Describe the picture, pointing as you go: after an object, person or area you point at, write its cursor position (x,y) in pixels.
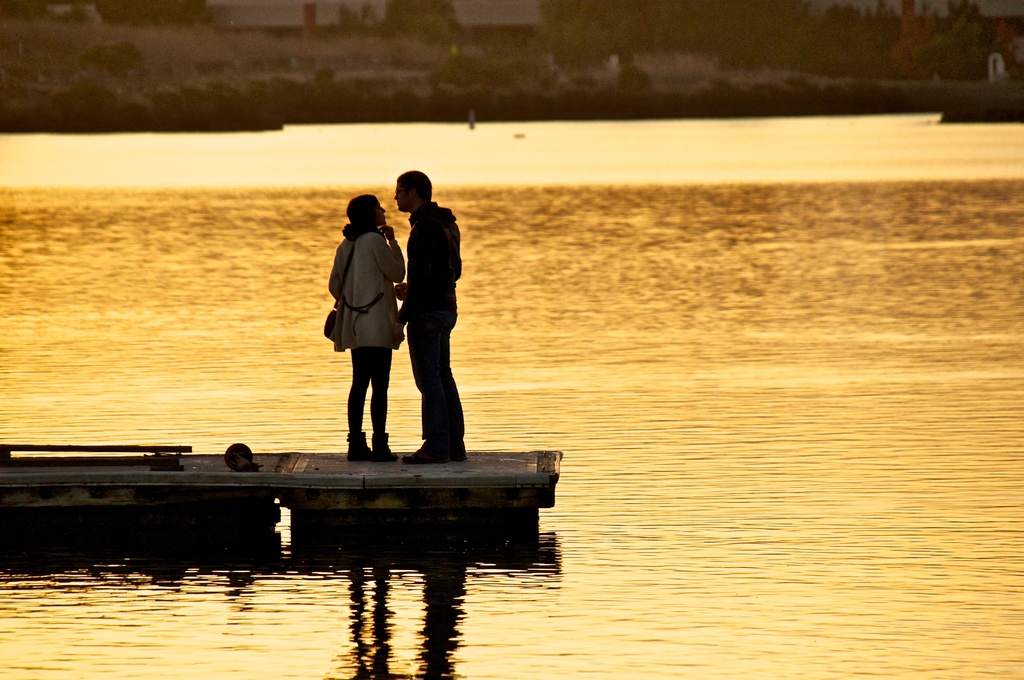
In this image we can see two persons (390,355) standing on a dock (398,466) and there is water (566,312).
